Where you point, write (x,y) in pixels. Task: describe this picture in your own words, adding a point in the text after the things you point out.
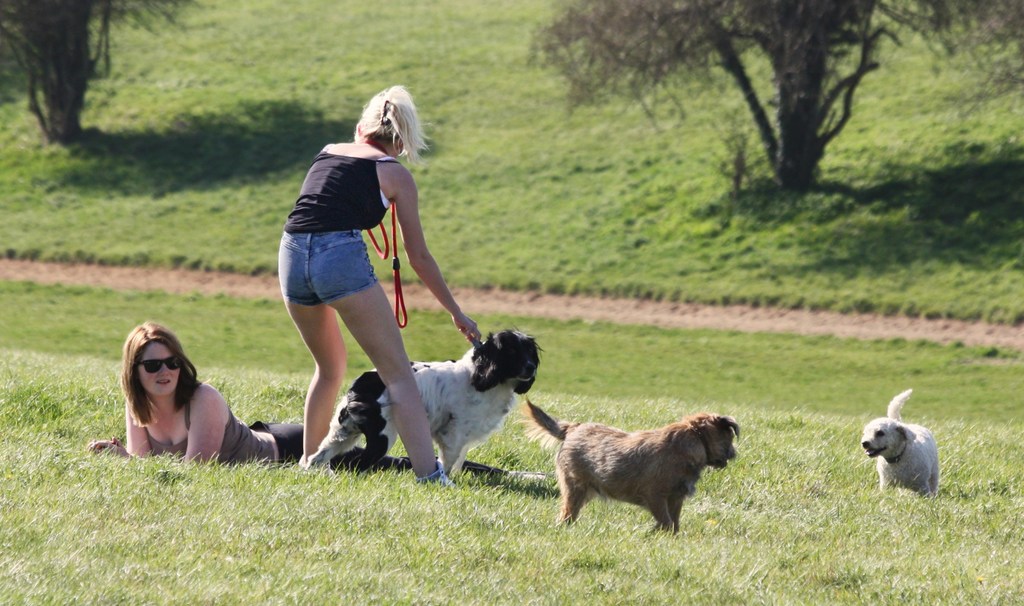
In this picture we can see one woman (346,316) is standing and he is holding a dog (483,370) with the help of the belt (475,347) and another woman (201,428) is lying on the grass (228,528) there are three dogs (663,455) in back (793,180) side we can see some of the trees (45,28) and grass (250,25).
